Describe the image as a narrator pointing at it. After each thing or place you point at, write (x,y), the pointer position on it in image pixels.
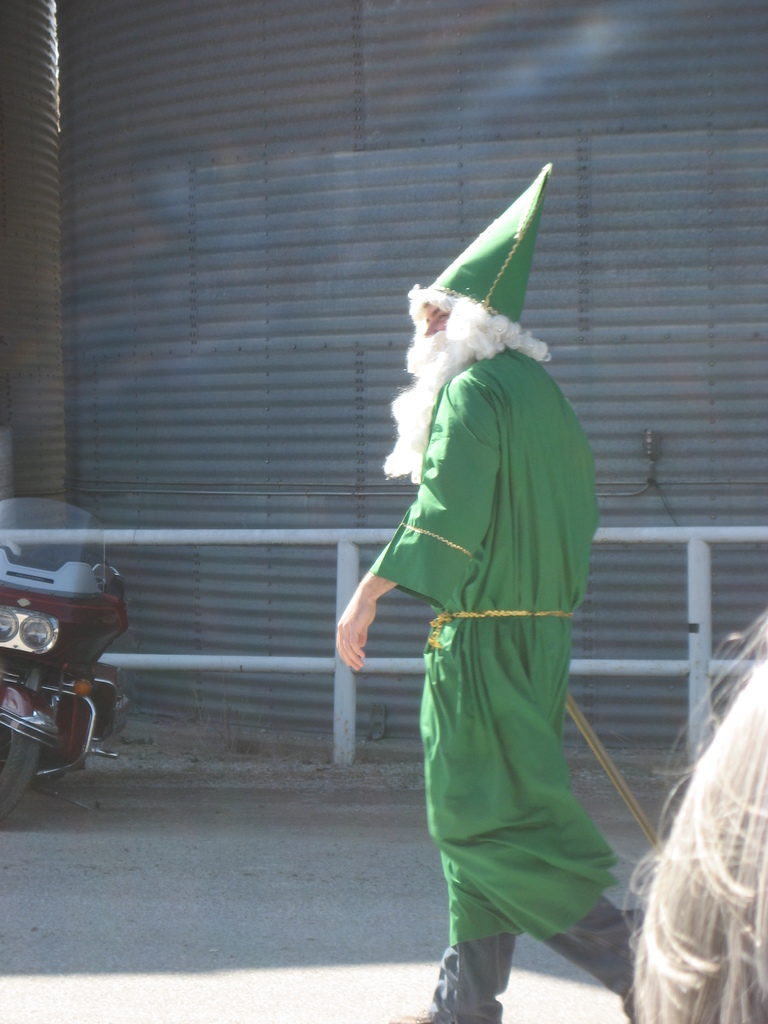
This picture might be taken from outside of the city and it is sunny. In this image, on the right corner (665,844), we can see hair (758,701) of a person (675,1006). In the middle of the image (496,464), we can see a person (499,475) wearing green color dress (480,879) is walking on the road (232,886). On the left side (85,546), we can see a bike (2,726). In the background (701,622), we can see a metal rod (706,622) and a metal wall (246,235).
